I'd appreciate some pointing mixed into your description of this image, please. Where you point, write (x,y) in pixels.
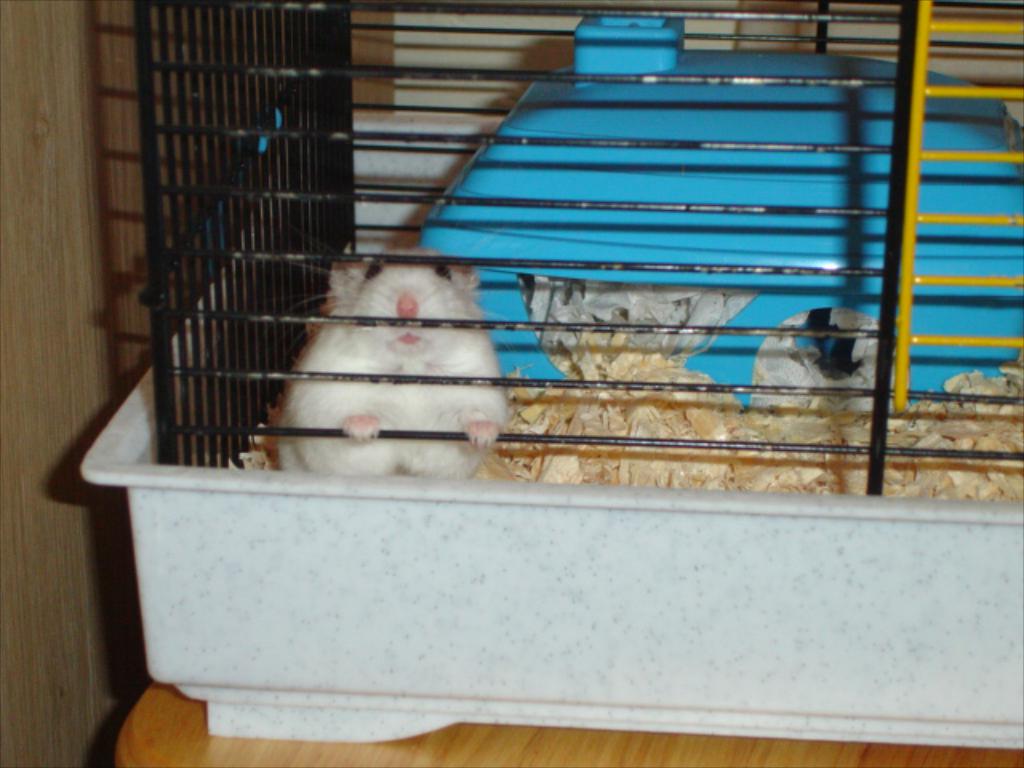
In this picture there is a white hamster (400,366) holding a fence (345,378) which is placed on a table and there are some other objects (829,469) beside the hamster (337,399) and there is a blue color object (651,198) behind the hamster (413,362).
